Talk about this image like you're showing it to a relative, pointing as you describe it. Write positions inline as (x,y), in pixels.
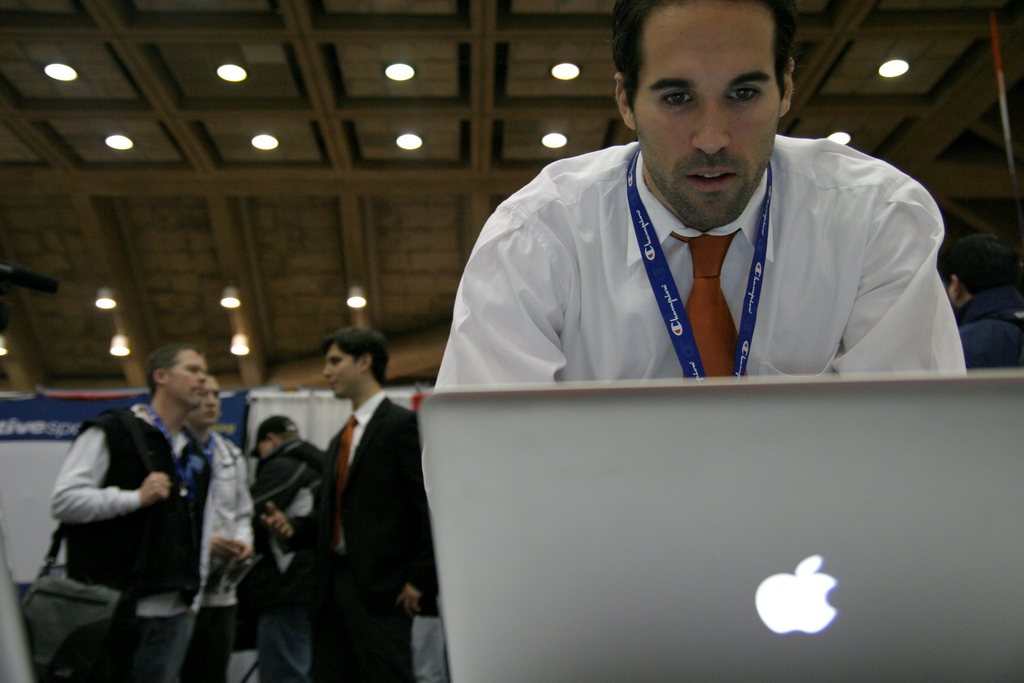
There is one person (703,263) standing on the right side of this image (711,252) is wearing a white color shirt (649,288). There is a laptop (776,540) at the bottom right corner of this image (771,521). There are some persons (167,499) standing on the left side of this image (278,508). There are some lights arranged as we can see at the top of this image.
